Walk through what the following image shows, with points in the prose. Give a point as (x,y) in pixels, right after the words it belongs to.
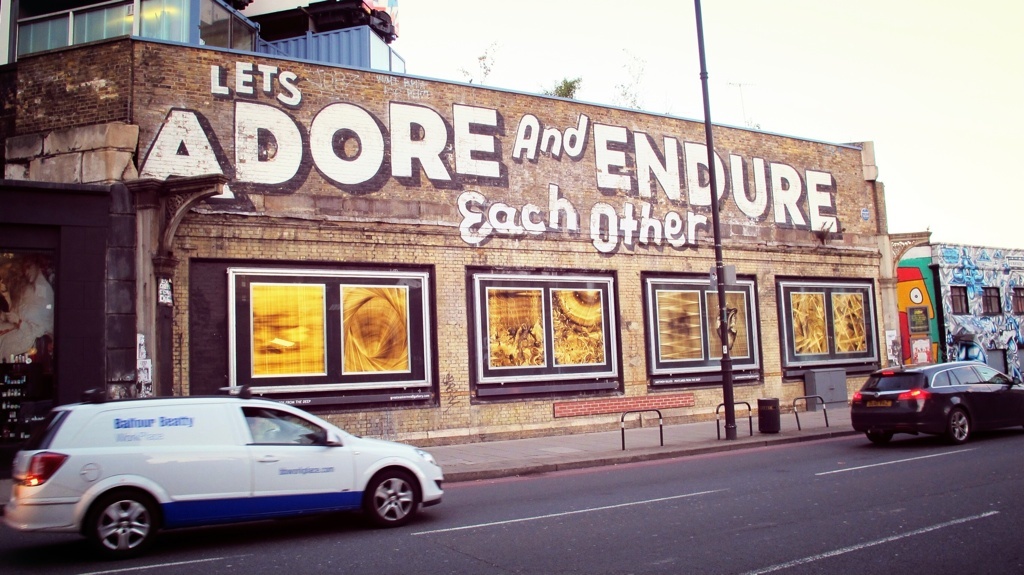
In this image, we can see few houses (111,310), some posters (417,358), wall (446,365), paintings (271,121). At the bottom (977,424), we can see two vehicles (44,497) are on the road (689,544). Here there is a pole (730,383), rods (750,436), dustbin (770,405).
